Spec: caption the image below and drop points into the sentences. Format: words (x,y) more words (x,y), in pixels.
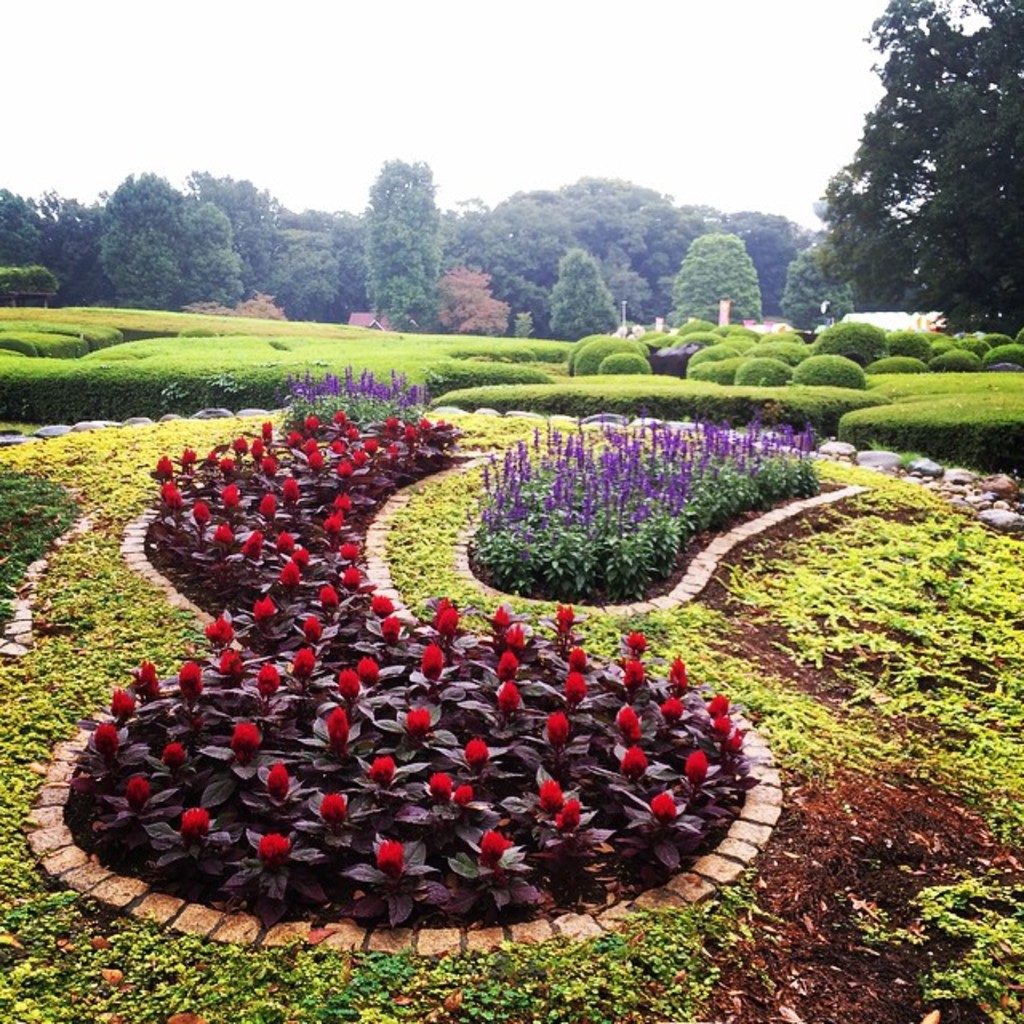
In this image there are few plants (465,663) having flowers (594,479) are in between the bricks (721,846) which are on the land (892,826) having grass (966,589). Background (2,385) there are few plants (20,389) and trees (525,257). Top of the image (562,81) there is sky (546,81).
